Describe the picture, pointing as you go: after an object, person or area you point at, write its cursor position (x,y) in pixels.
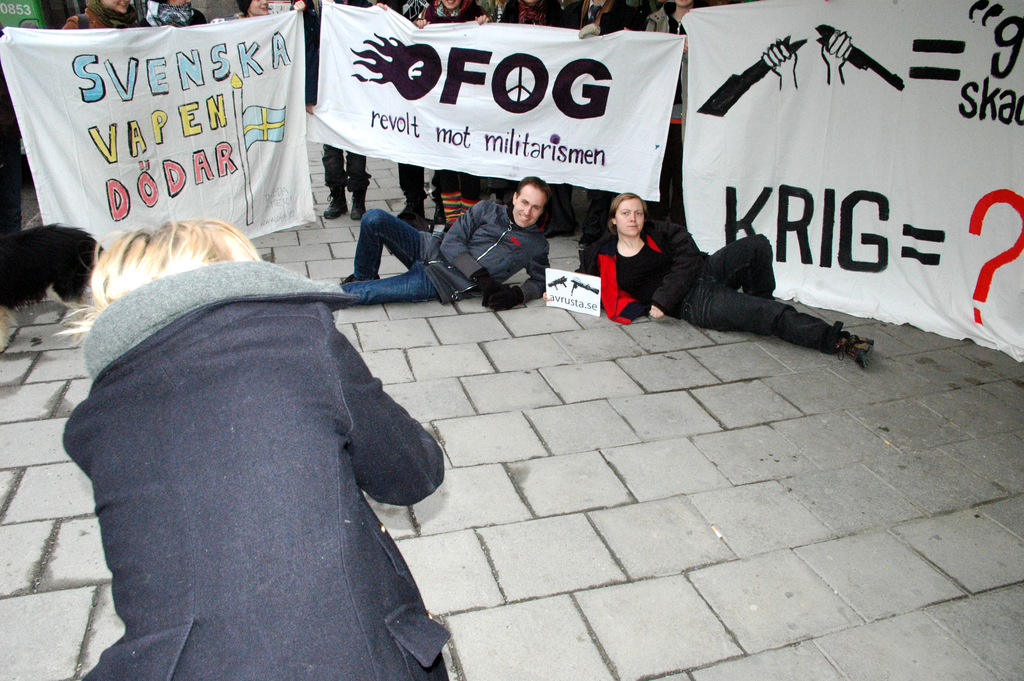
In this image there is a person (322,385) standing, two persons (395,300) lying on the floor (454,319) and holding a paper (564,284), and in the background (557,215) there are group of people (553,202) standing and holding clothes (738,194), where there are some symbols (829,67) and words (392,119) on the clothes (261,100).
